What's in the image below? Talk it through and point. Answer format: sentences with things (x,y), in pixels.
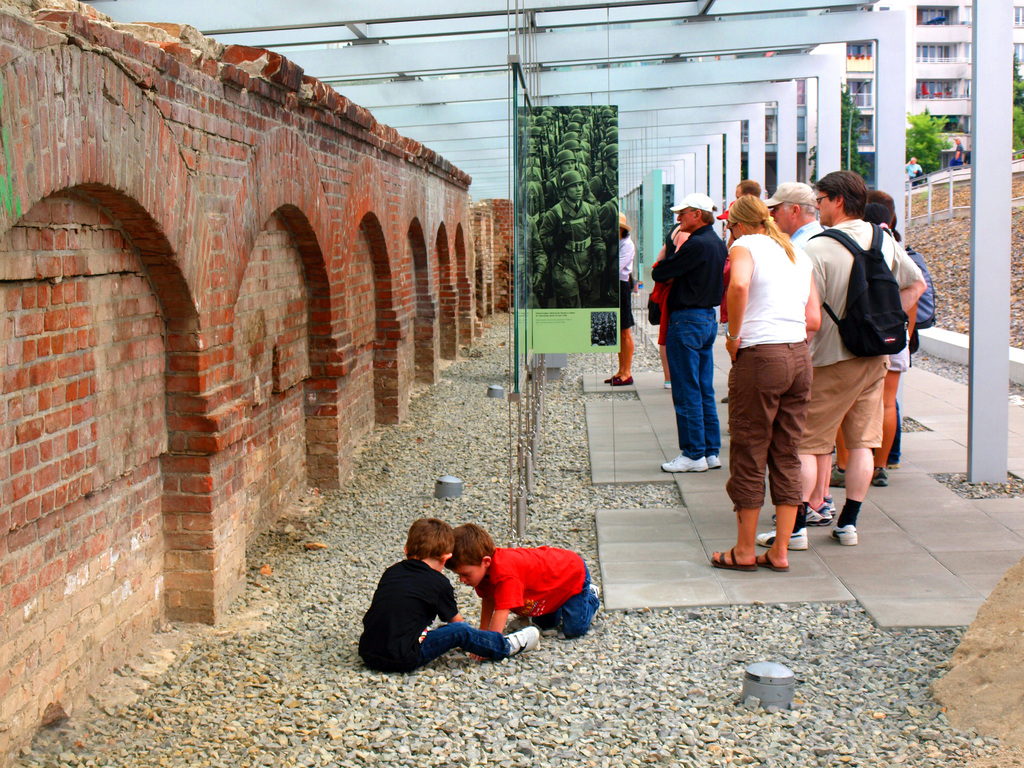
In the image there are few people (760,378) standing on the right side (731,511) floor (672,416) looking at the banner (603,191) in front of them and on the left side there are two kids (576,576) playing on the rocks (520,663), beside them there is brick wall (310,316), in the back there are trees (930,150) on the grassland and on the right side (942,78) there are buildings (927,106) in the background (937,48).
